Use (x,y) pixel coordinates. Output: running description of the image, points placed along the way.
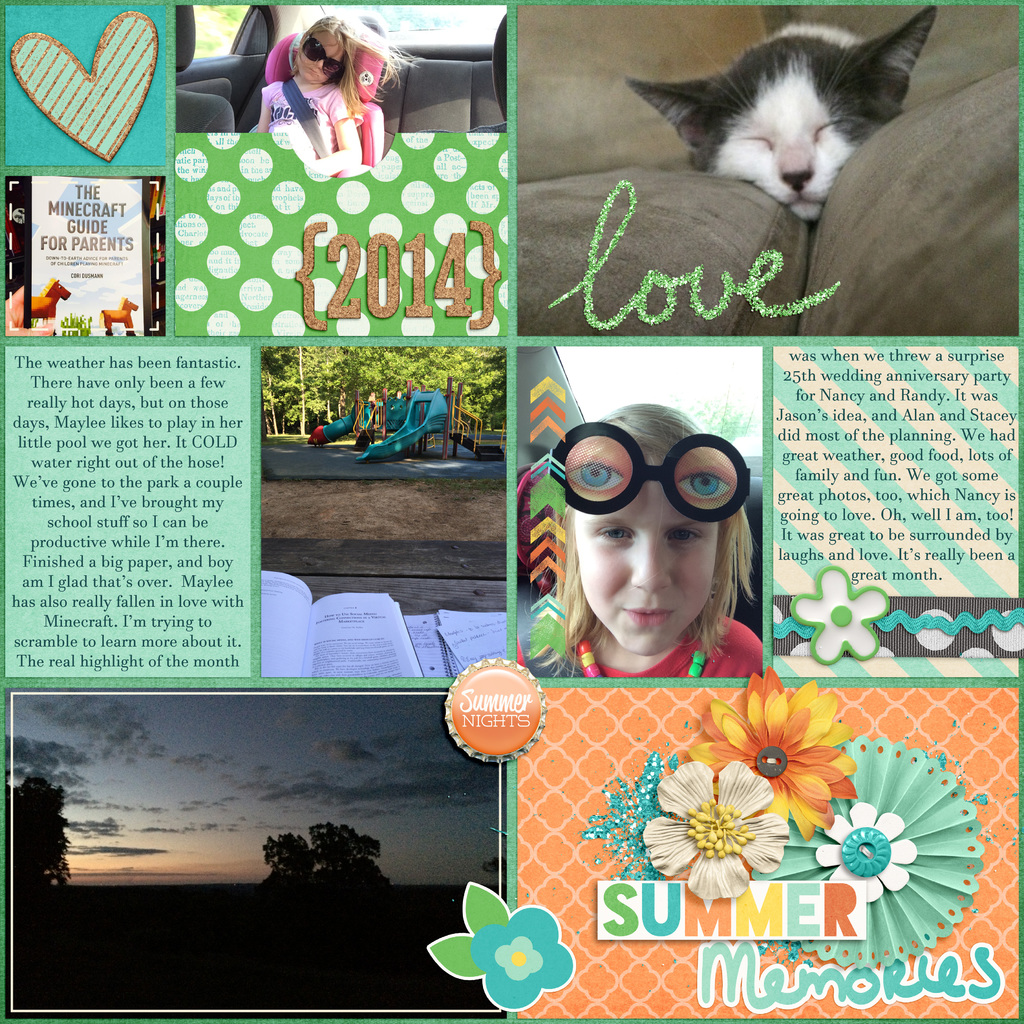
This is the collage. In first picture we can see a girl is sleeping in the car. In the second picture cat (774,191) is sleeping. In third we can see books (407,639) are open and some rides (370,422) are there. In the fourth image we can see a girl (623,617) is sitting and wearing red color t-shirt (726,663). In the fifth image we can see trees (360,882) and the sky (251,836). Sixth image flowers (806,816) and some text (740,901) is written.
